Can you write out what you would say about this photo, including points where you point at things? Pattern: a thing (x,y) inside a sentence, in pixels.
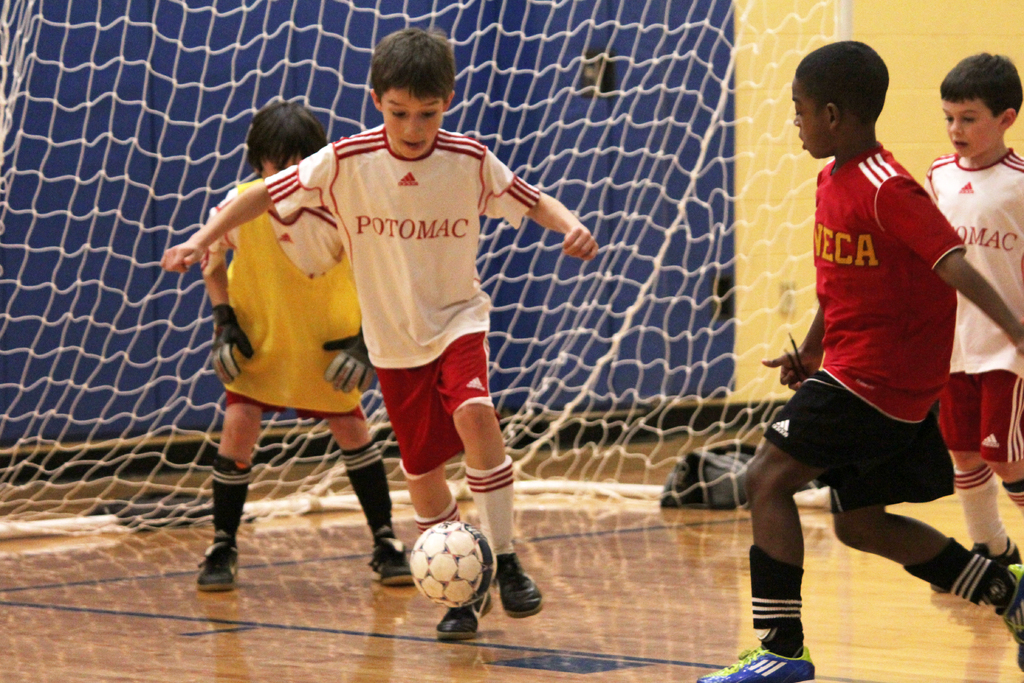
In this image i can see 4 boys (389,359) playing the football (481,597) and in the background (654,220) i can see a football net (628,63).
